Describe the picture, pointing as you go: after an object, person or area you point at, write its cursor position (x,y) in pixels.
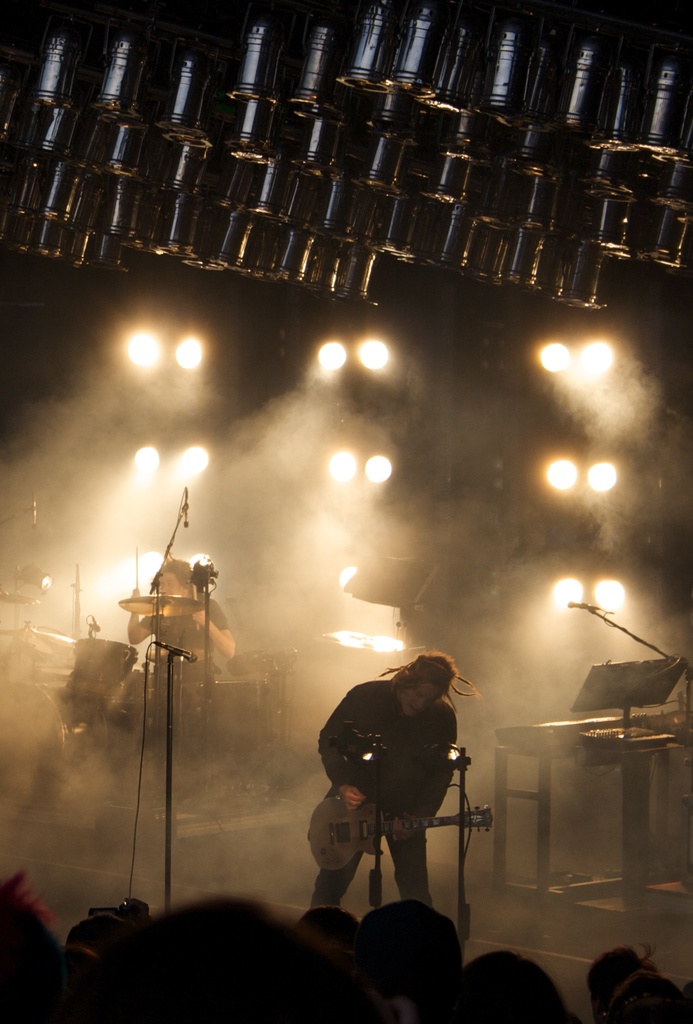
In the picture there are people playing different musical instruments (49,666), there are microphones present in the stands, behind them there are lights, in front of them there may be people (487,974), there are some decorative items (377,85) on the roof (120,246).
